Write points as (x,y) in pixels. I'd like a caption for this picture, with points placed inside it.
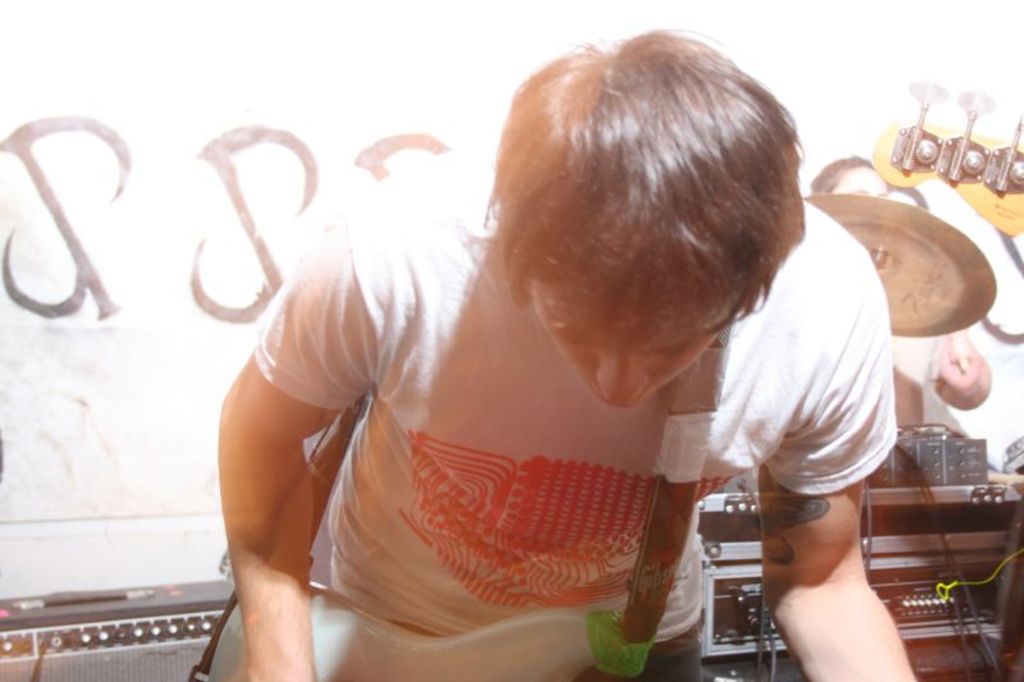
There is a man (577,410) wore guitar (564,631). Background (925,553) we can see electrical devices (934,473), drum plate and person (857,170).
